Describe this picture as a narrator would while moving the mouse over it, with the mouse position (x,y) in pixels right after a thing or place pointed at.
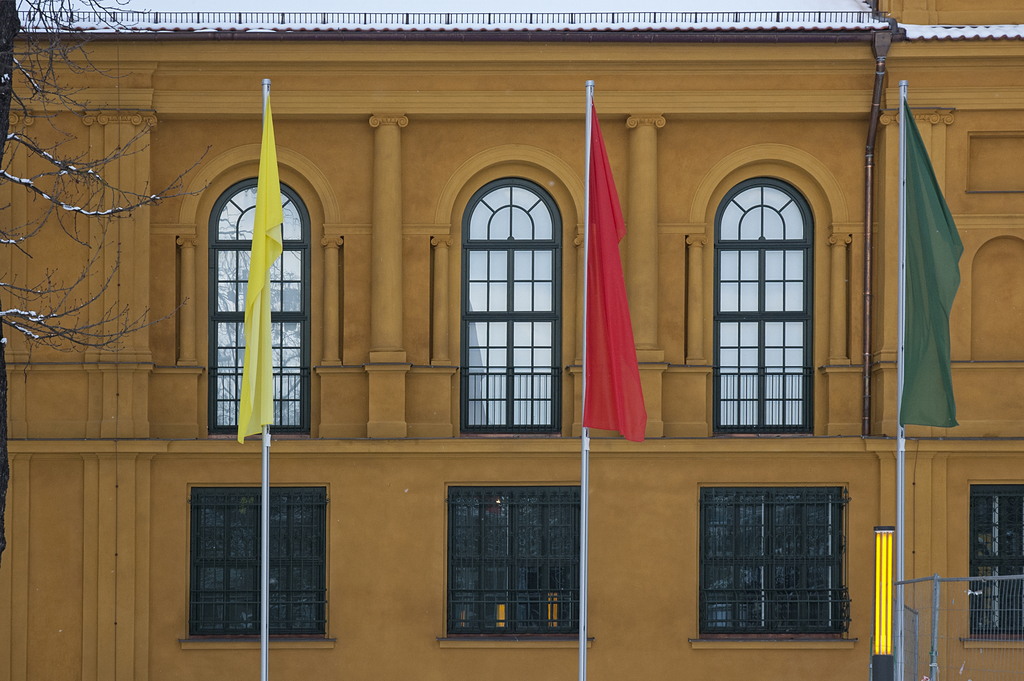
In this picture there is a yellow color building (119,429) with glass windows (511,386) and three colorful flags (595,279) in the front side (944,317).
